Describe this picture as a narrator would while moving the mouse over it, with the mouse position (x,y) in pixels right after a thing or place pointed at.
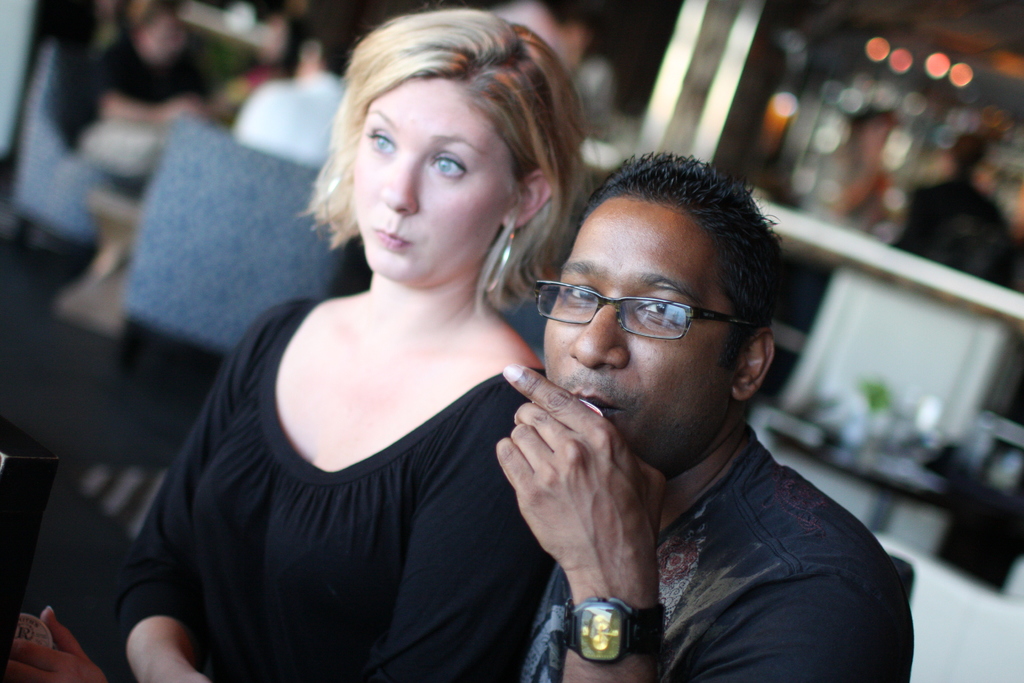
In this picture there are two people (425,448), among them there's a man (533,522) holding a small object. In the background of the image (298,55) it is blurry and we can see chairs (170,247) and people (292,131).
